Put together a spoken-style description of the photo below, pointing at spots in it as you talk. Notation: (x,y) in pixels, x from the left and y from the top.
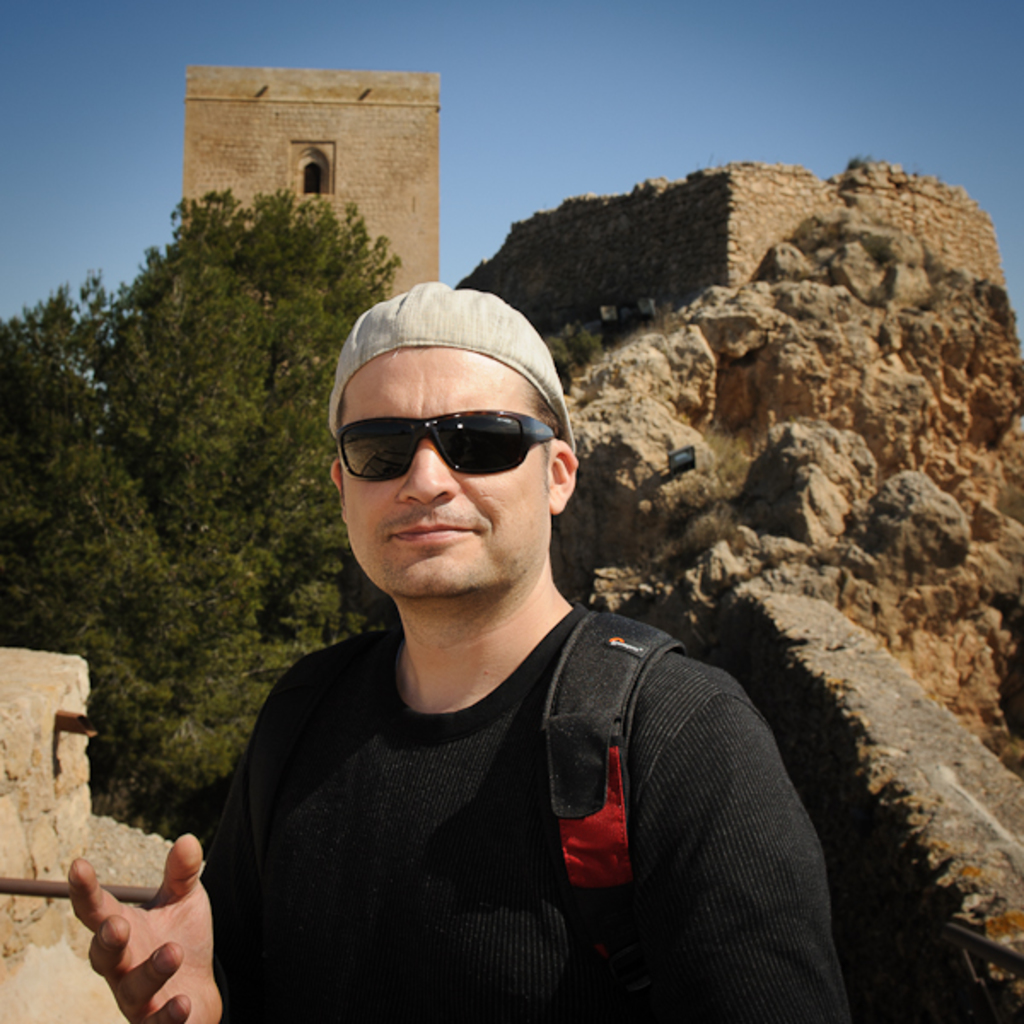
As we can see in the image in the front (501,409) there is a man (668,697) wearing spectacles (409,435), bag (622,823) and black color t shirt (390,853). In the background (231,448) there are trees (165,524), building (405,160), rock (984,685) and sky (603,69).
